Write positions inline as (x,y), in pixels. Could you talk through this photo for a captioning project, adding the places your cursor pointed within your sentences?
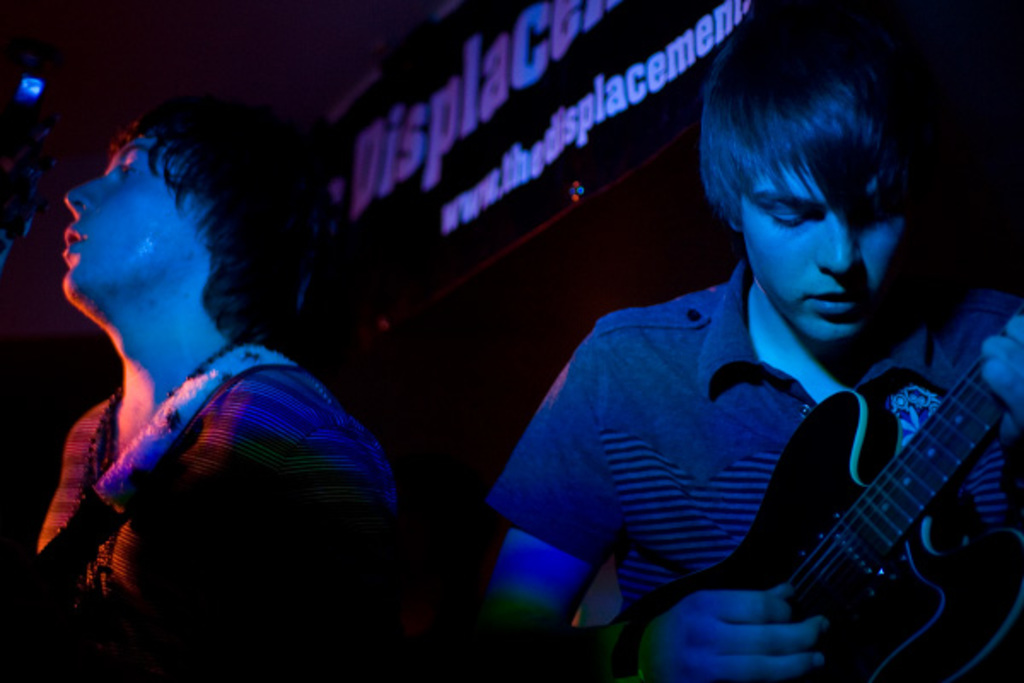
This picture describes about two people (782,369) the right side person (657,396) is playing guitar (878,487) in the background (555,208) we can see a hoarding (500,139).
